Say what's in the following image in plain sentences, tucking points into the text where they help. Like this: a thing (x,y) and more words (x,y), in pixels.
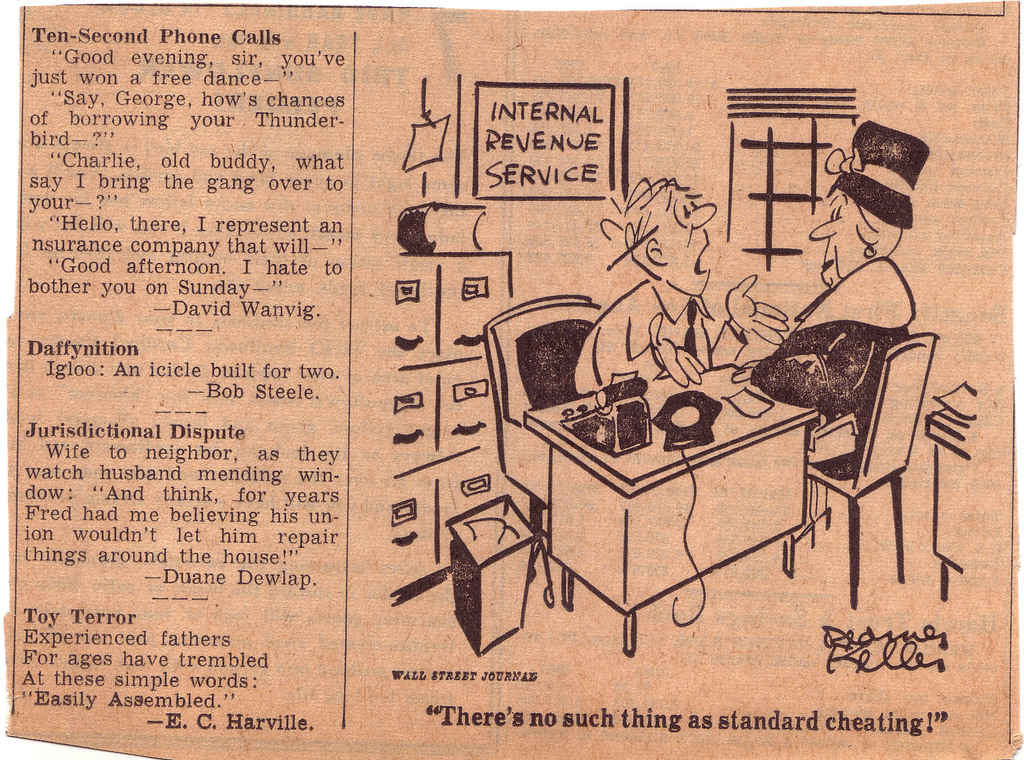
This is the picture of a newspaper (473,242). On the paper (476,235) there is text (260,687) and there is a sketch (434,517) of two people (746,313) sitting and talking and there are objects (627,386) on the table (625,548) and there is a book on the cupboard (480,267) and there is a dustbin (456,562). At the back (530,180) there is a window (786,185) and there is text (531,119) on the board (484,119). At the bottom (894,732) there is text (878,732).
